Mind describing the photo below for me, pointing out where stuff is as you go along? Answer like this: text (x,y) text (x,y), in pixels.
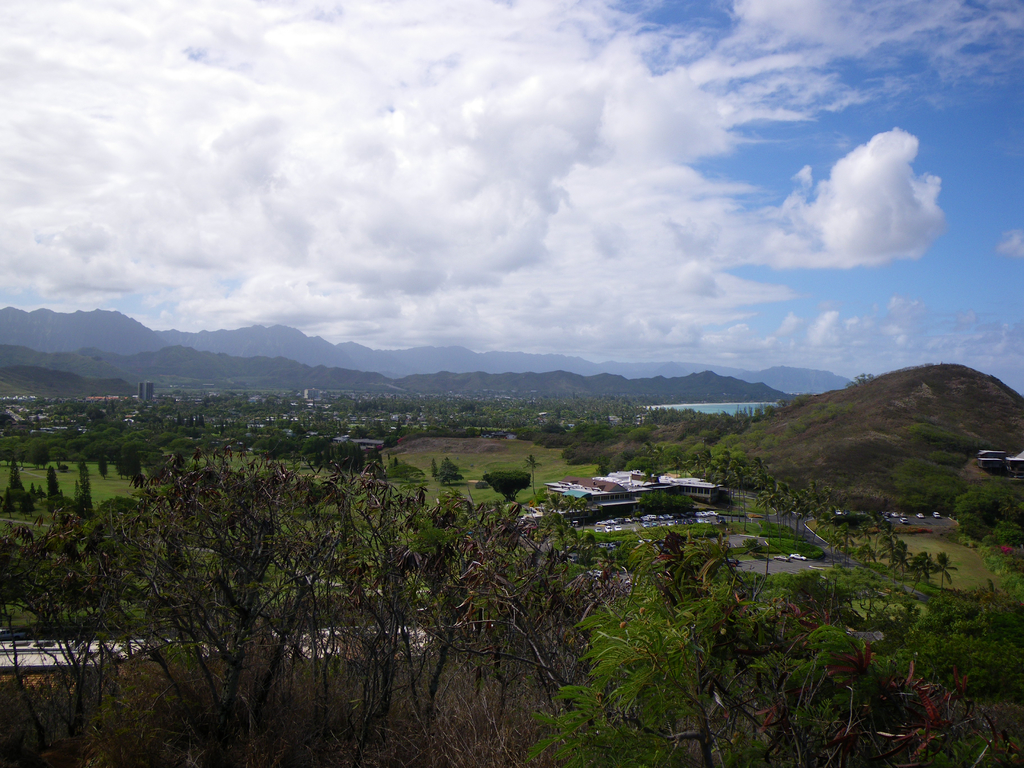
In this image I can see few trees (675,617) in green color. In the background (136,360) I can few houses (720,492), mountains (173,351) and the sky (609,147) is in blue and white color.
